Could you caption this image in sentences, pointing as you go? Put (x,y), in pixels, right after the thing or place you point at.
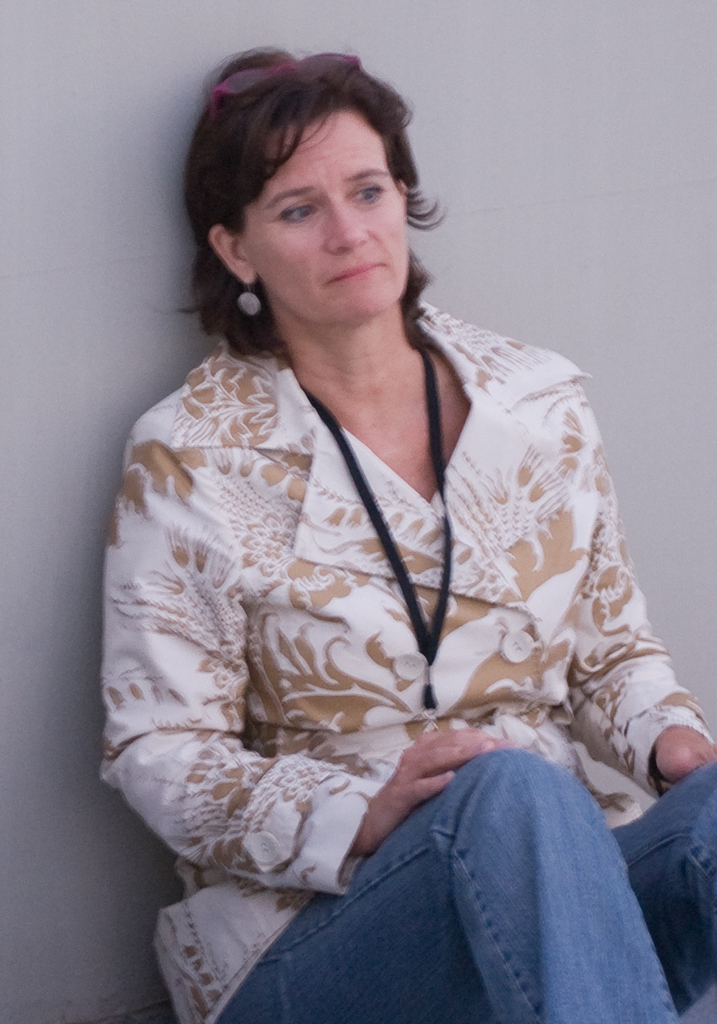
In this picture we can see a woman (182,720) and we can see a wall (15,748) in the background (52,599).
